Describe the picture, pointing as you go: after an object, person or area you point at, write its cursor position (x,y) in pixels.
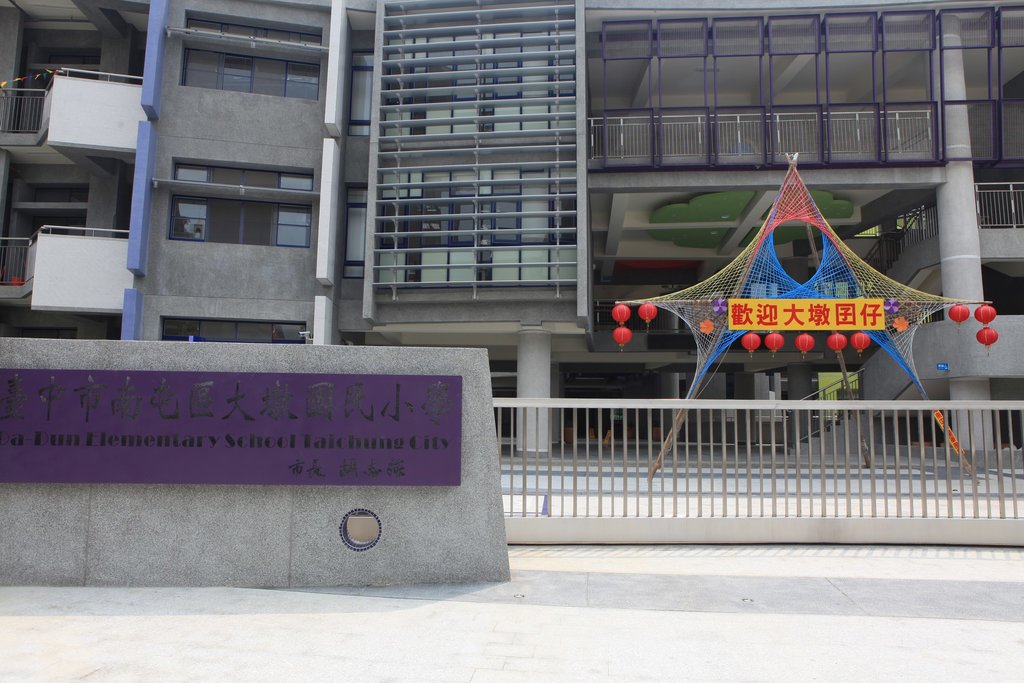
This picture shows a building (339,251) and we see a name board (365,461) on the wall (24,341). We see metal fence (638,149) and few lights (980,338).
